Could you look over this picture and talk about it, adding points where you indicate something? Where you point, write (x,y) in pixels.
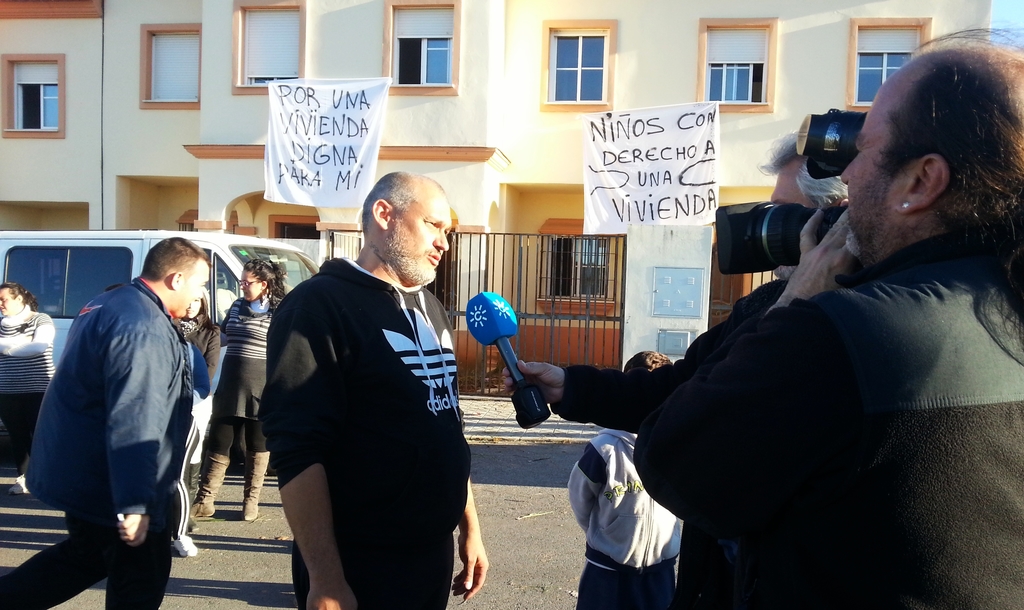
As we can see in the image there are buildings (485,118), windows (168,83), banners (690,209), fence (546,266), group of people (715,424), car (59,272) and mic (511,353). The person (1000,553) standing on the right side (990,347) is wearing black color jacket (903,356) and holding camera (796,237).
